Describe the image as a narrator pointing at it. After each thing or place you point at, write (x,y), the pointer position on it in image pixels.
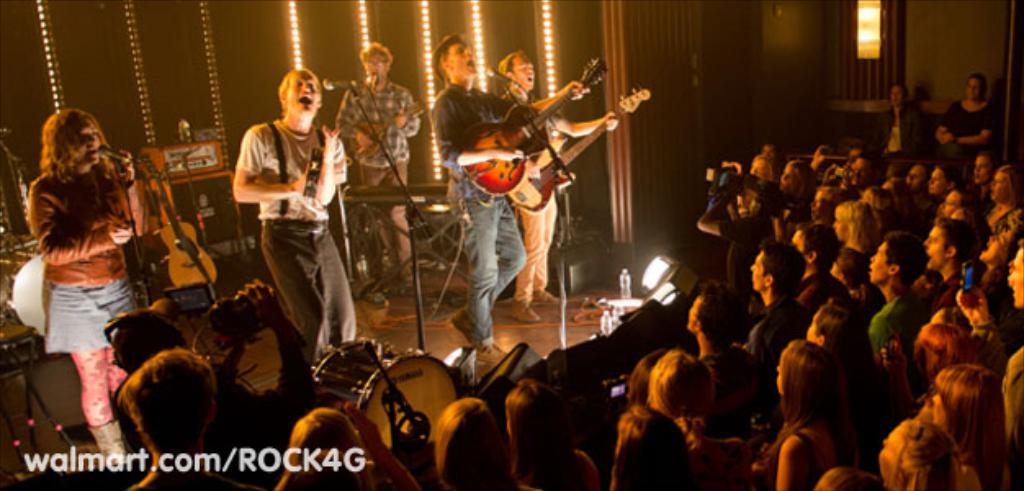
In this image I can see there are group of people (299,257) who are singing and playing guitar (542,170) in front of the microphone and on the right side (788,404) we have a group of people (717,403) who are standing.
